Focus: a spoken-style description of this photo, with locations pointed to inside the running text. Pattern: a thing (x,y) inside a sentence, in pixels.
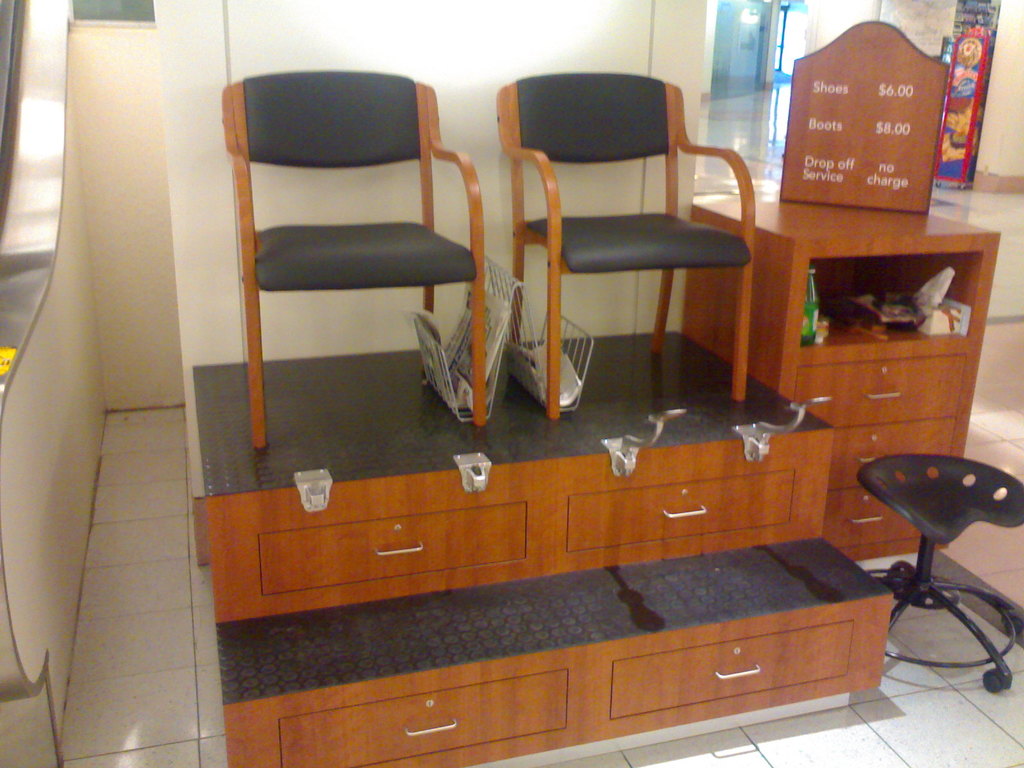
There are two chairs (454,157) on the desk (530,484) and at the right side of the image (944,503) there is another chair (944,479).
